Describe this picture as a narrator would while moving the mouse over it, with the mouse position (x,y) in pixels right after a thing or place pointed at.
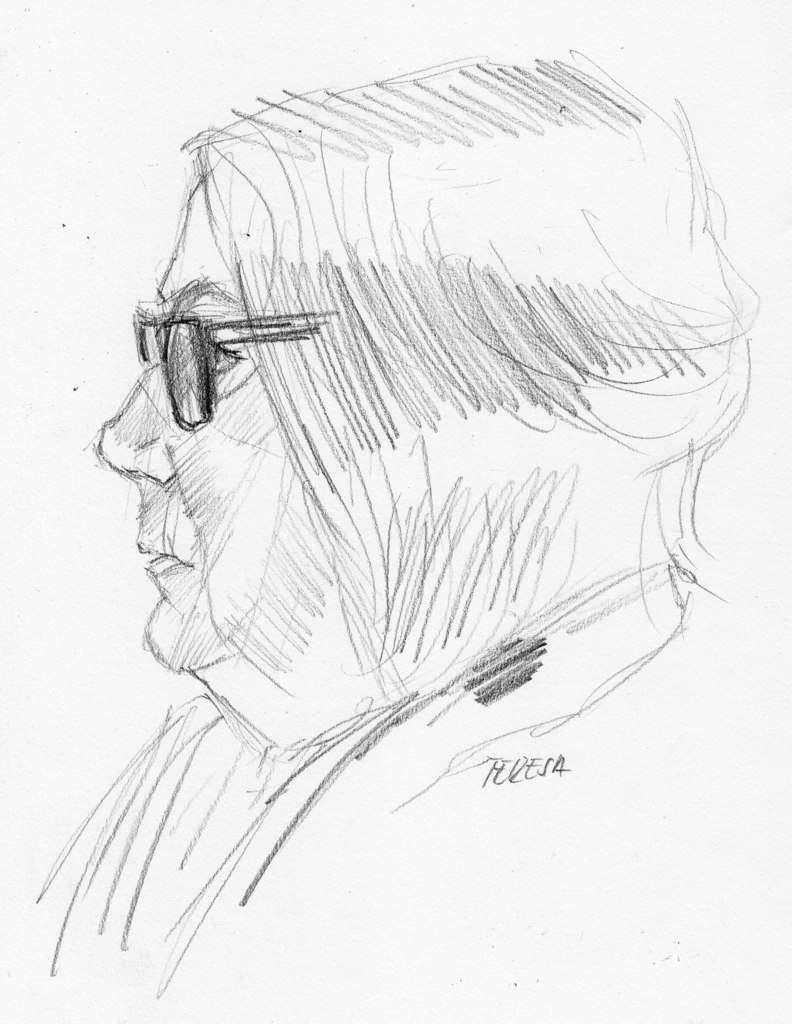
In the image we can see a drawing (369,60).
